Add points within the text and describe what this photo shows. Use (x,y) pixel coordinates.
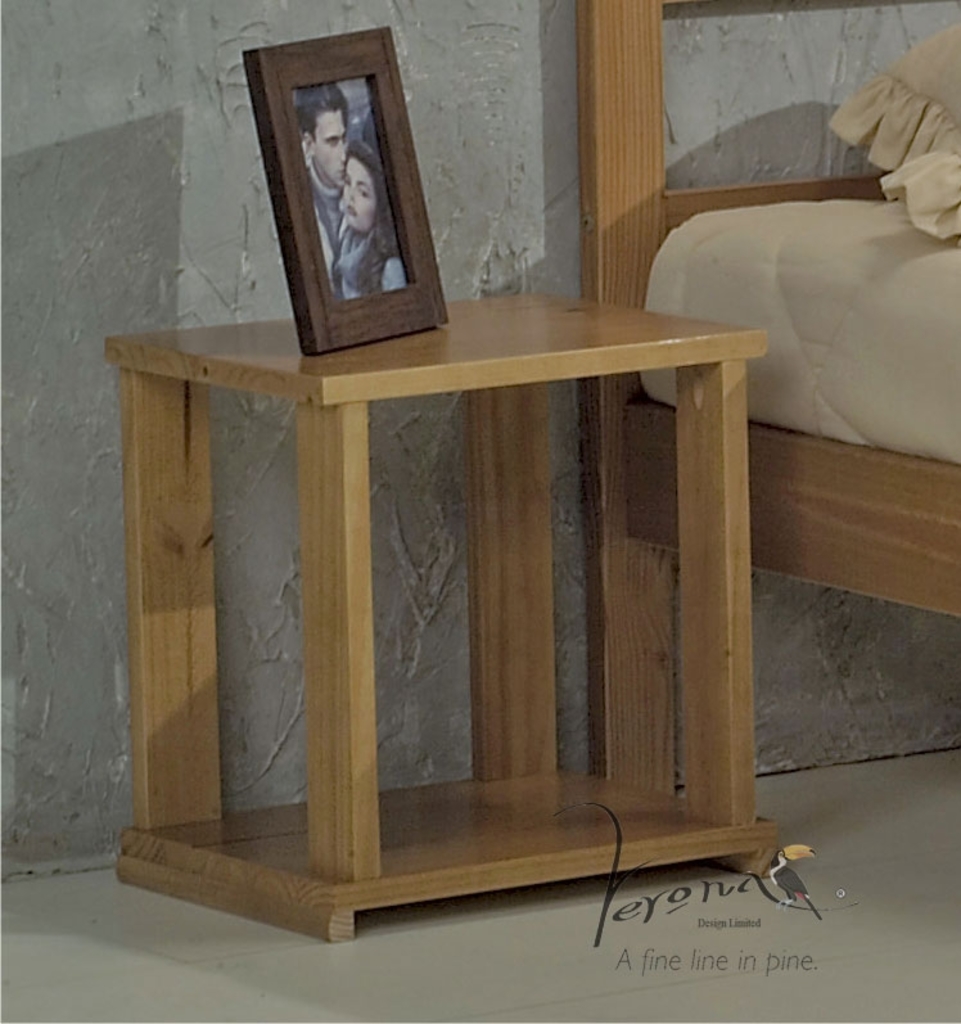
In this image I can see the floor (273,1010), a wooden table (418,851) with photo frame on it, a bed (765,249) and a pillow (893,105) on the bed (899,215). In the background (10,57) I can see the wall (112,137) which is grey in color.
